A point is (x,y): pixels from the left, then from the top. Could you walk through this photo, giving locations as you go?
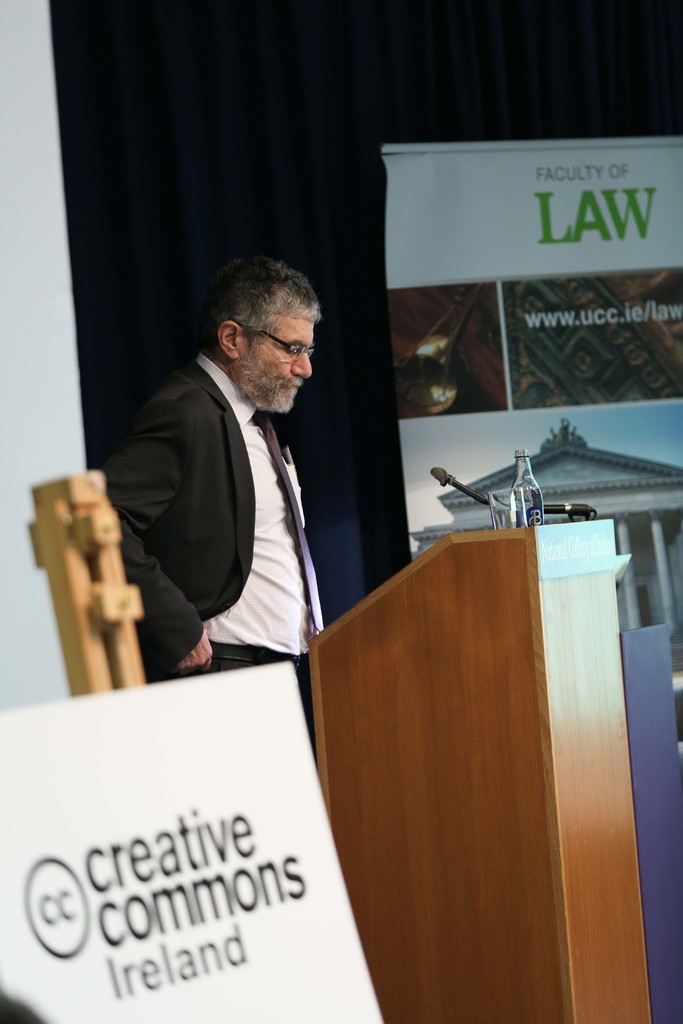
In this picture we can see a name board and a person (159,566), in front of him we can see a podium (412,641), mic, bottle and in the background (332,601) we can see a curtain (332,601), poster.
